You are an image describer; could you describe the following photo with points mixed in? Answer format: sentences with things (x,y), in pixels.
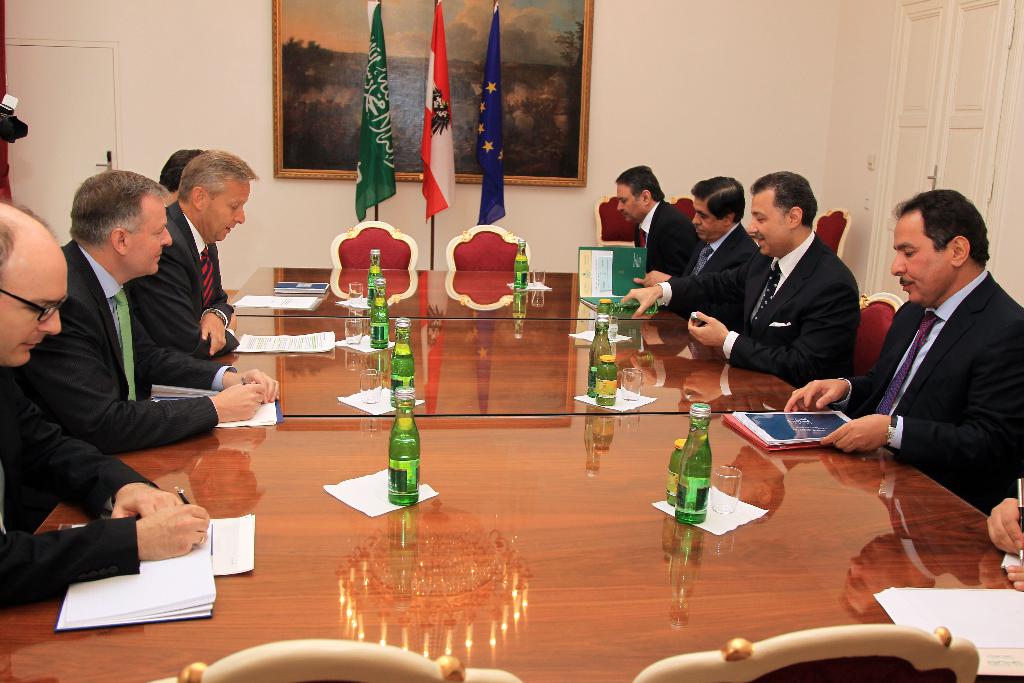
There are many persons (71,469) in this image. In the middle (628,436) there is a table (559,334) on which, there are bottles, glasses (359,289) and papers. To the left (59,444), the man (66,456) sitting is wearing black suit (63,431). In the background (401,83) there is a wall (225,90) on which a frame (548,175) is fixed. And there are three flags (434,214). There are many chairs (472,254) in this room (601,359).
